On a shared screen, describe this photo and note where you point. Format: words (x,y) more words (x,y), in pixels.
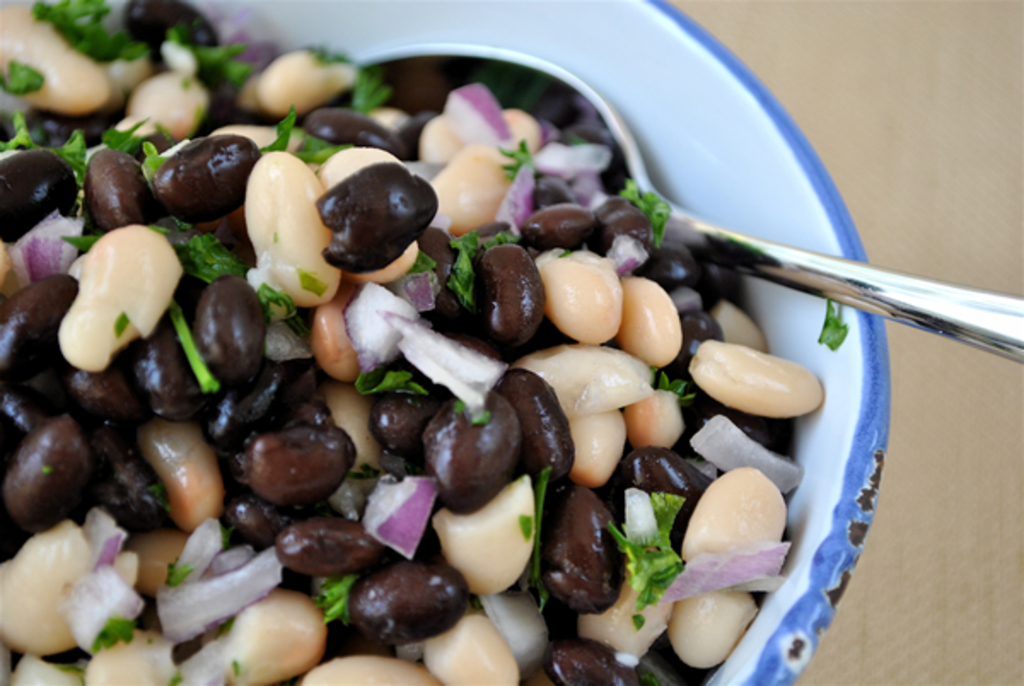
In this image we can see a bowl (263,502) with some food (262,480) and a spoon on an object (810,97), which looks like a table (824,85).
